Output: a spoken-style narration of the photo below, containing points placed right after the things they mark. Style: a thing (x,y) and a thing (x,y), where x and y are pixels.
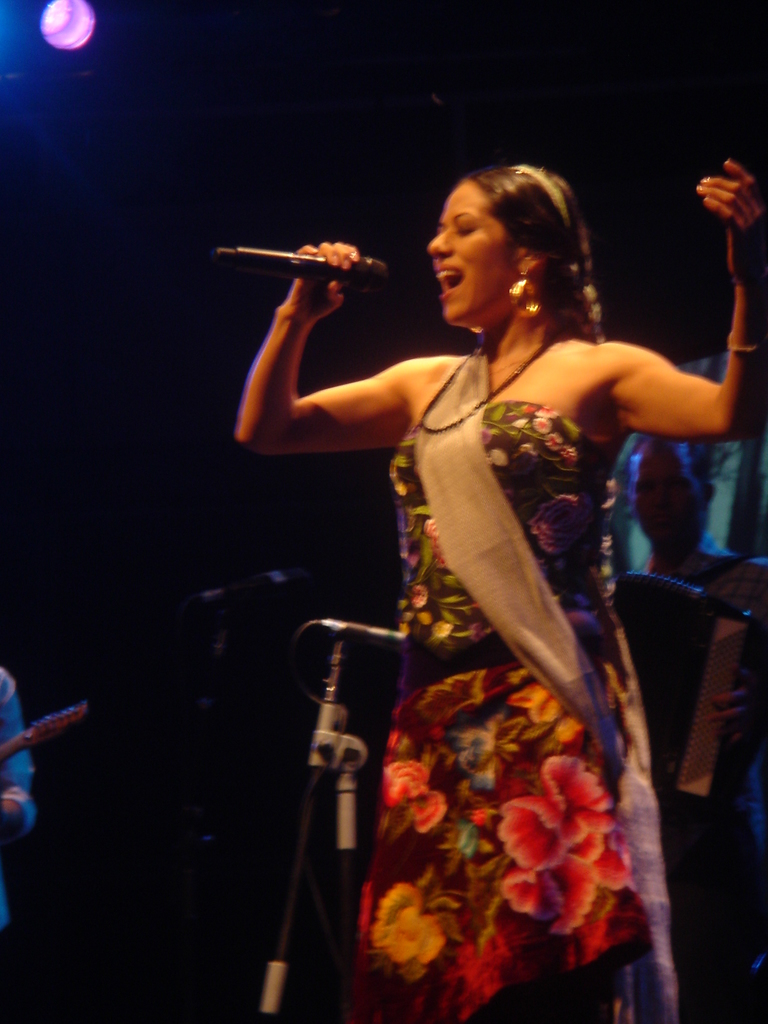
In this image there is a woman (484,413) holding a mike (340,278) and singing. Image also consists of two mics (350,625) with stands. We can also see some persons (30,767) in the background (24,756).
